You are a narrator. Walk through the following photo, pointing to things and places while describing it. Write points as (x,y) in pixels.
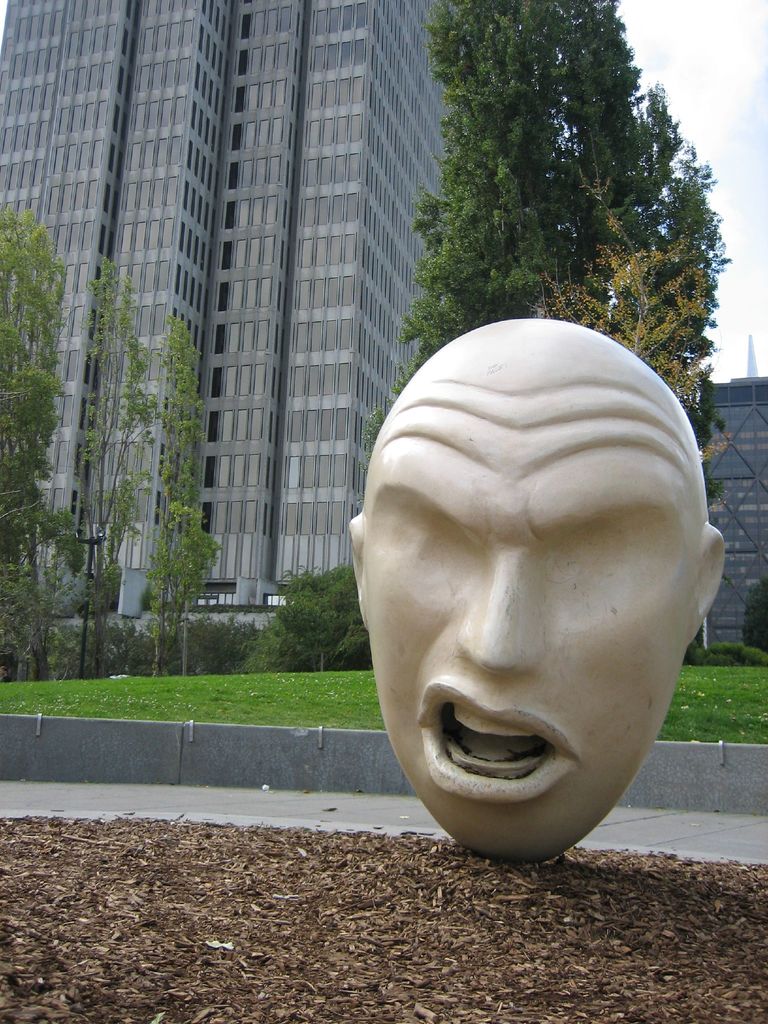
In this picture we can see a statue (459,621) in the front (496,643), in the background (268,139) there are buildings (253,142), we can see grass (278,684) and trees (671,281) in the middle (264,674), there is the sky (710,82) at the right top of the picture (720,74), there are some wood chips (389,915) at the bottom (332,940).
